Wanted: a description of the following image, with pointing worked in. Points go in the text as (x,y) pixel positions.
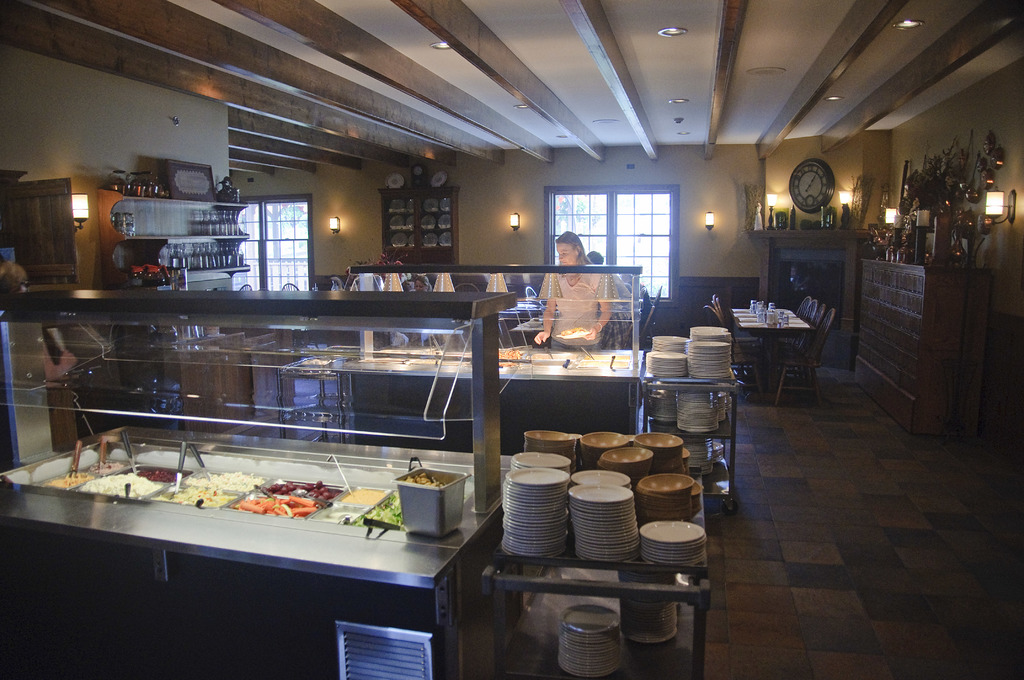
In this picture, we can see a few people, and some tables (606,406) and some objects (414,518) on it like plates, bowls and we can see some chairs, we can see the walls (511,188) with windows (278,221), clock (817,170), lights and some objects (974,174) attached to it, we can see the door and the roof (580,109) with lights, ceiling (443,146).
